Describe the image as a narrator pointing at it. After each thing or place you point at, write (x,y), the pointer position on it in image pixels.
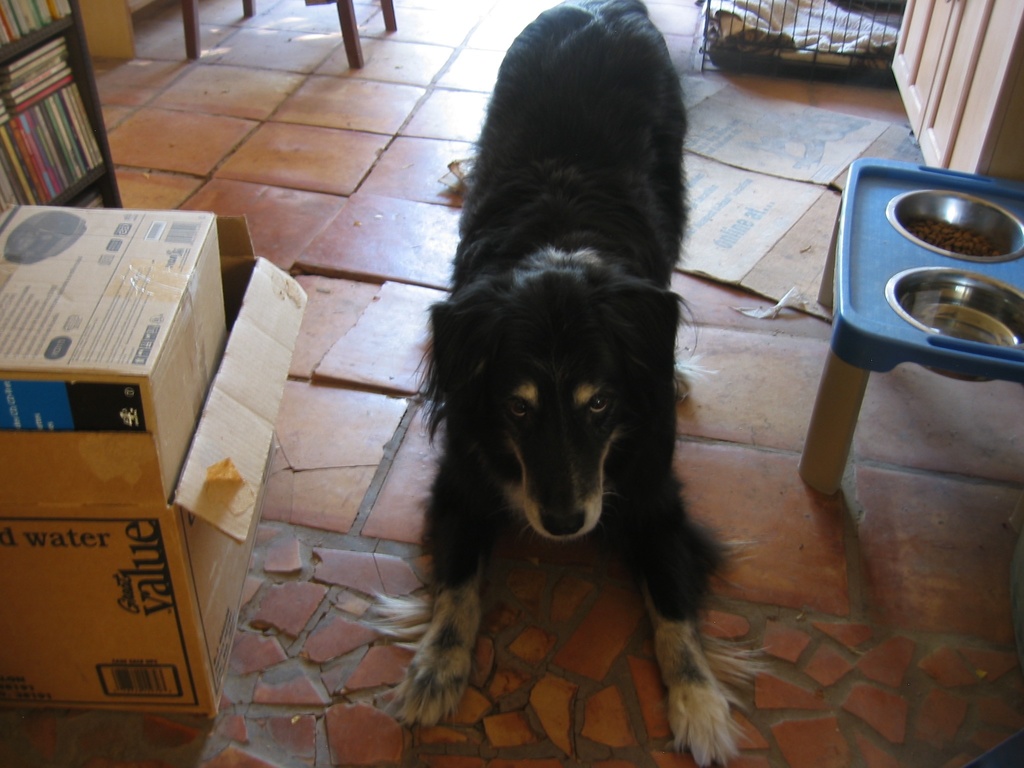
In this image there is a black color dog (482,355) and at the right side of the image (981,214) there is a pedigree (979,247) in a bowl (950,251) and at the left side of the image (109,363) there is a brown cardboard box (126,488).
